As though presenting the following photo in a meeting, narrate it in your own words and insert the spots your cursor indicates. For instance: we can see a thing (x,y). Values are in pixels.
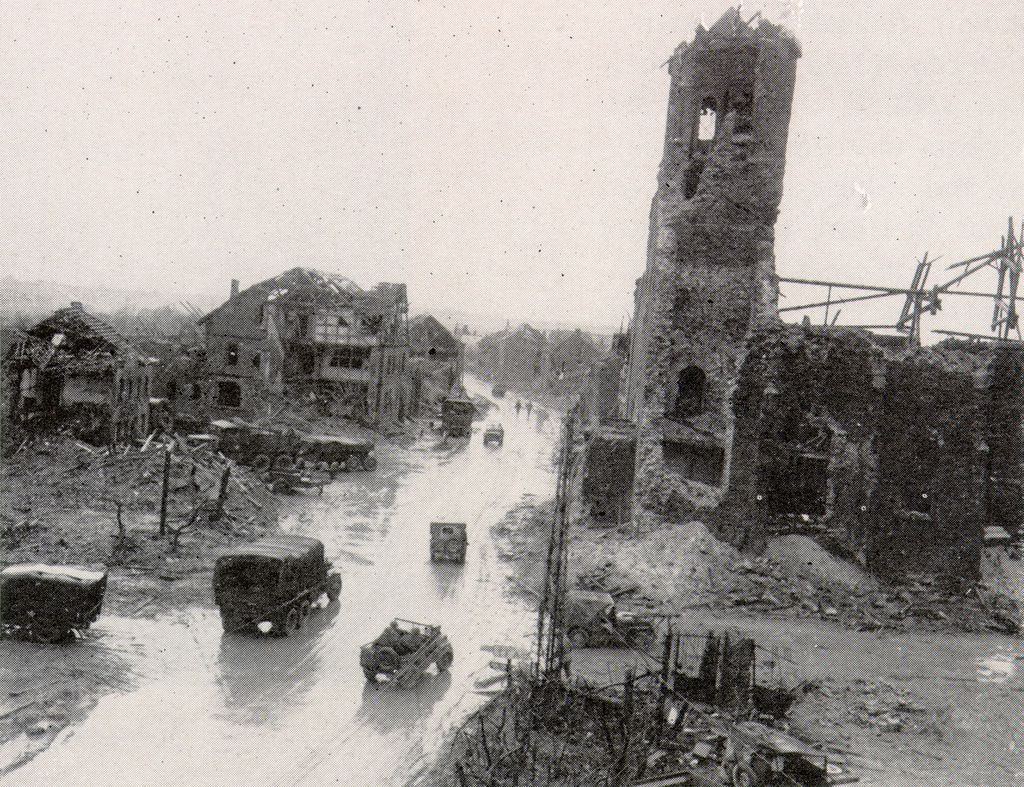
In this image there are vehicles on the road (348,772) and the buildings (739,108) beside the road (622,651) has been destroyed.
